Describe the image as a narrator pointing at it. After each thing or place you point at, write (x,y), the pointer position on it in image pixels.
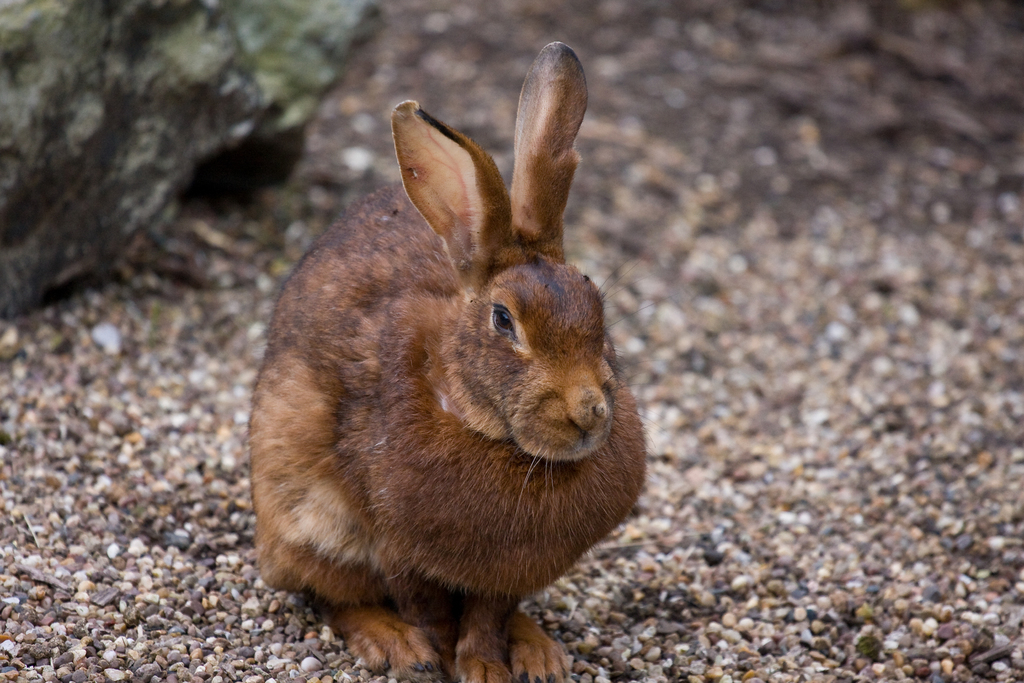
This picture shows a rabbit (525,434). It is black and brown in color and we see a rock (159,184) on the side and few small stones (769,513) on the ground (810,406).
